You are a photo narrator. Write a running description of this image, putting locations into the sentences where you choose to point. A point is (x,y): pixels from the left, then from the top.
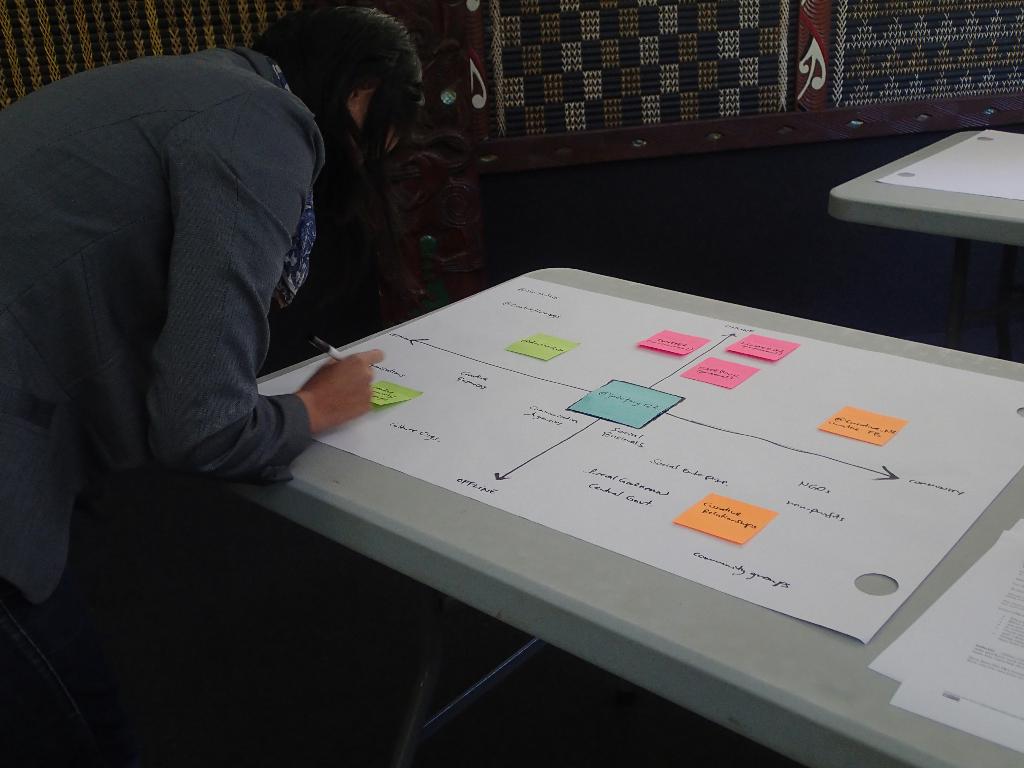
In this image there are two tables (937,209), on one table (802,473) there is a white sheet (786,367), on white sheet (391,408) a woman (191,387) is writing on that sheet (796,529), beside the woman (196,81) there is wall (896,14) and it is covered with woven panels (1008,65).
